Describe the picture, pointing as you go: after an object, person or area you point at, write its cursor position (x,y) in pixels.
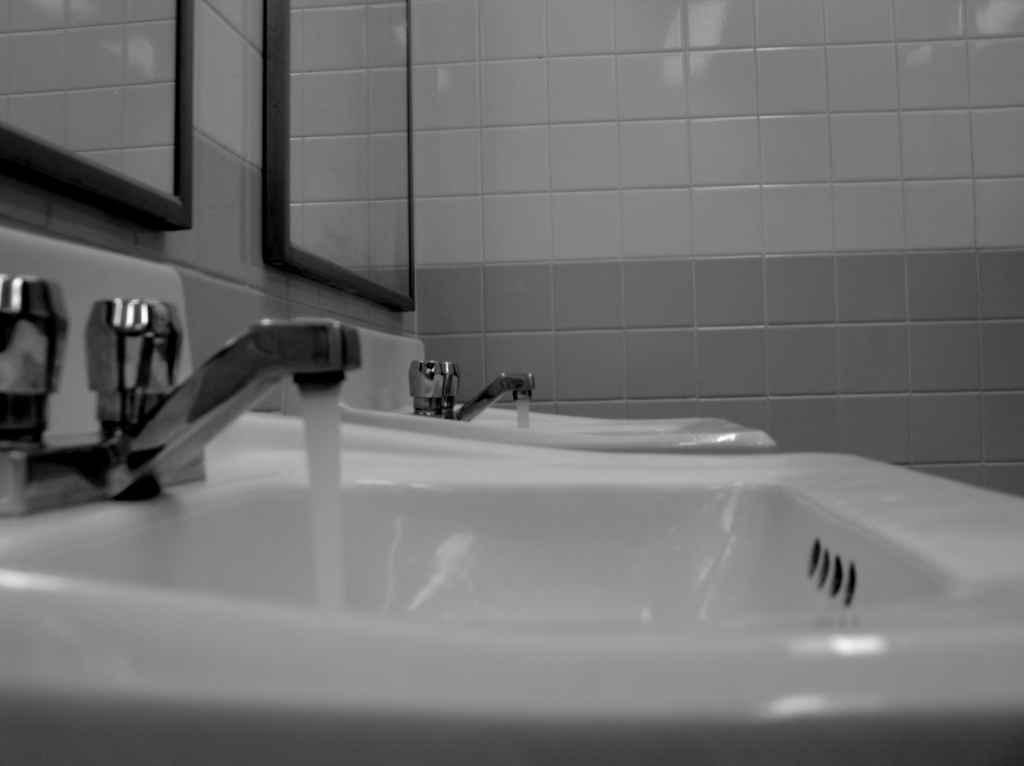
In the image we can see there are two hand wash sinks (530,507) and the taps (290,364) are kept opened, water (335,544) is flowing. There are mirrors (291,142) on the wall (475,196) and there are tiles (702,205) on the wall (748,340).
